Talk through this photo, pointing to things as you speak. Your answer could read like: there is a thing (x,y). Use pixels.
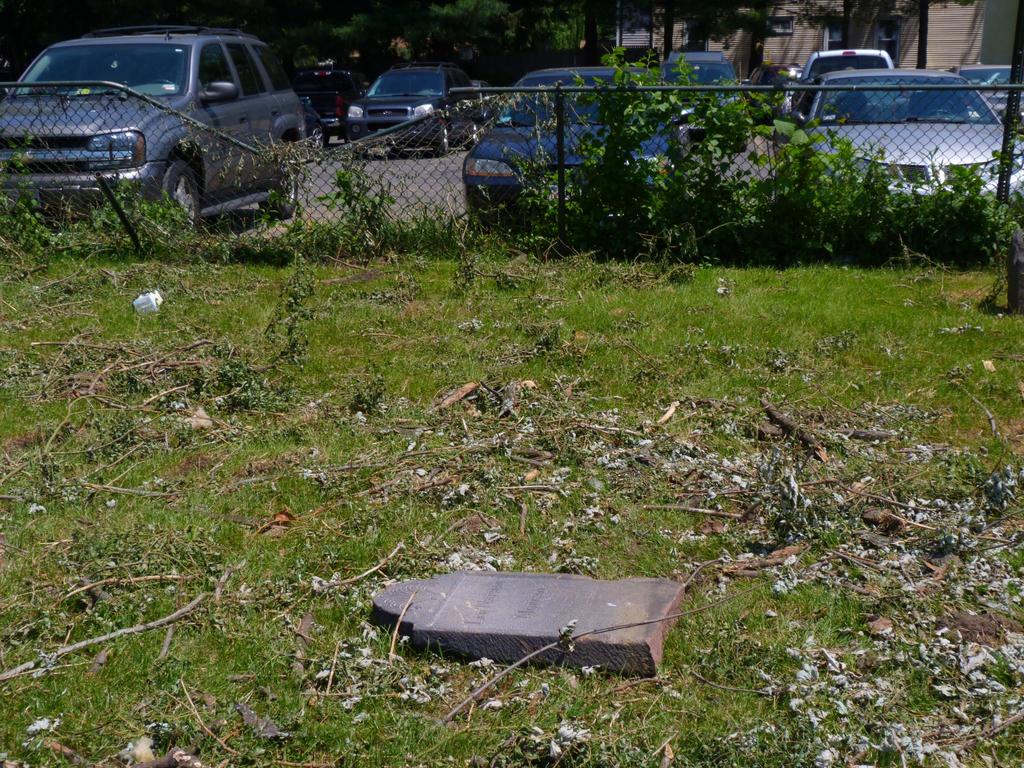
Here on the ground (348,657) we can see grass (254,436) and dust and there are plants (177,231) at the fence (682,205). In the background (398,94) there are vehicles (383,78) on the road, trees (552,10), windows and a building (963,64).
